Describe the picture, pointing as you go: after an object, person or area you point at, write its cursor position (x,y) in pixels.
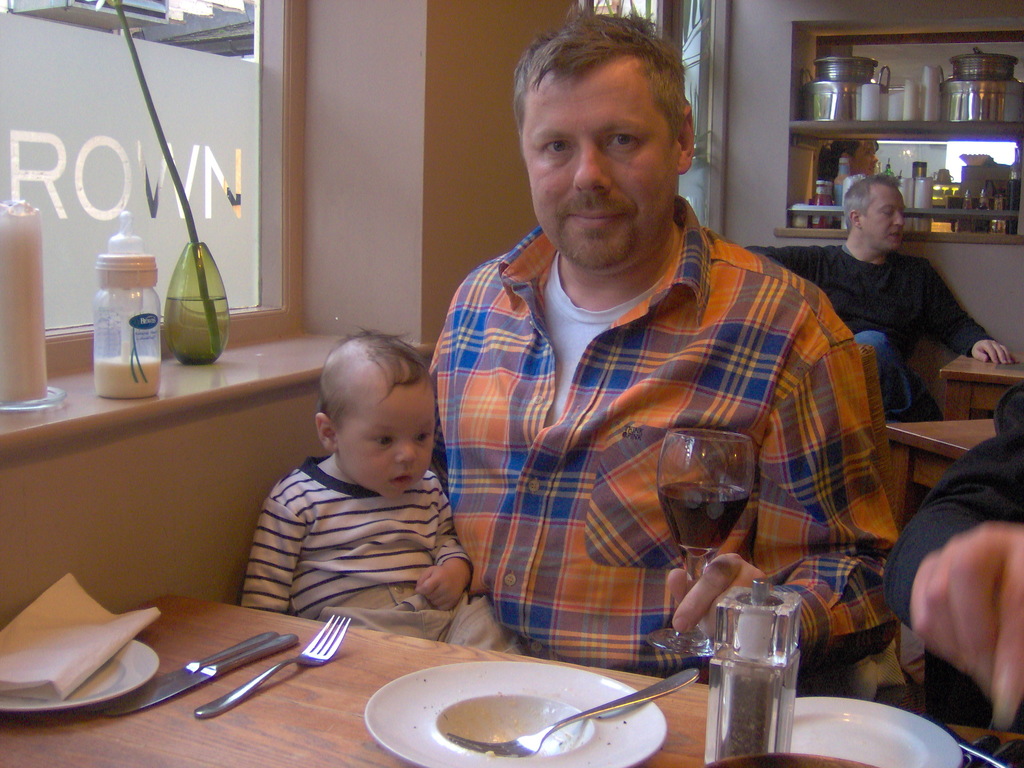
Beside the wall (270,407) at the window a person (642,357) is sitting on the chair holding wine glass (688,538) in his hand (702,596) and a kid (415,507) is sitting beside him. There are plates (92,699), tissue papers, knives (183,678), forks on the table (376,689). Behind him there is a wall (758,117), cups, jars (984,111) and a person (978,345) sitting on the chair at the table (1005,369).
